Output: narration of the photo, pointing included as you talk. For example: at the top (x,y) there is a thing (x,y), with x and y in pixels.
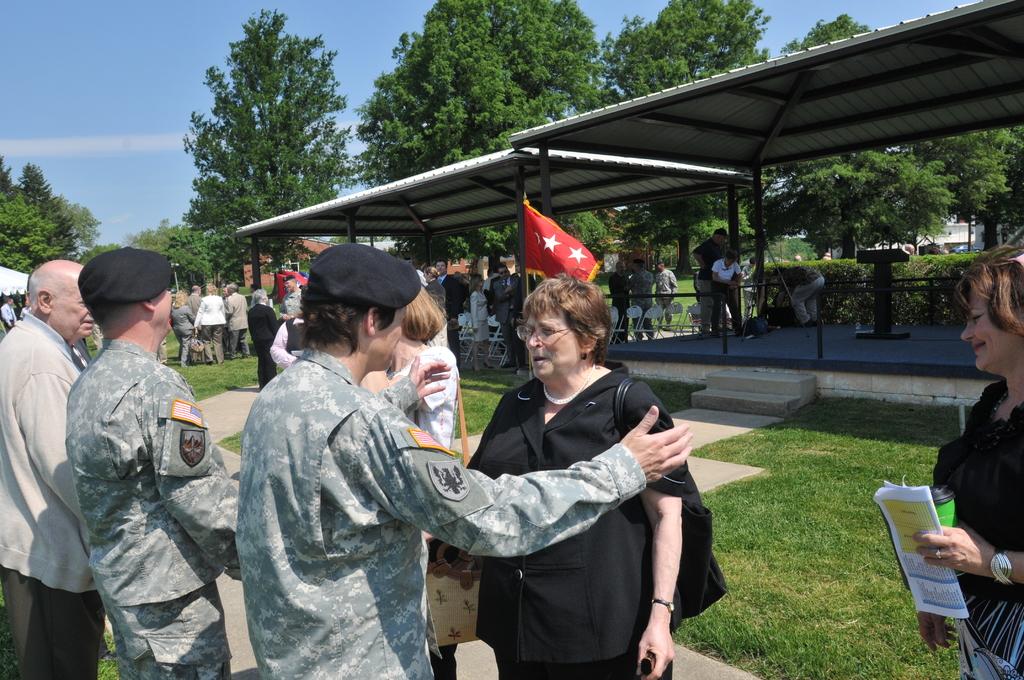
In this picture we can observe some people (421,479) standing. There are men (15,348) and women (532,385). We can observe a red color flag (555,240) here. On the right (979,429) there is a woman (977,460) holding a paper (914,518) in her hand (935,563). We can observe sheds (420,197) here. There are some plants (842,267). In the background (278,137) there are some trees (315,106) and a sky (92,99).
